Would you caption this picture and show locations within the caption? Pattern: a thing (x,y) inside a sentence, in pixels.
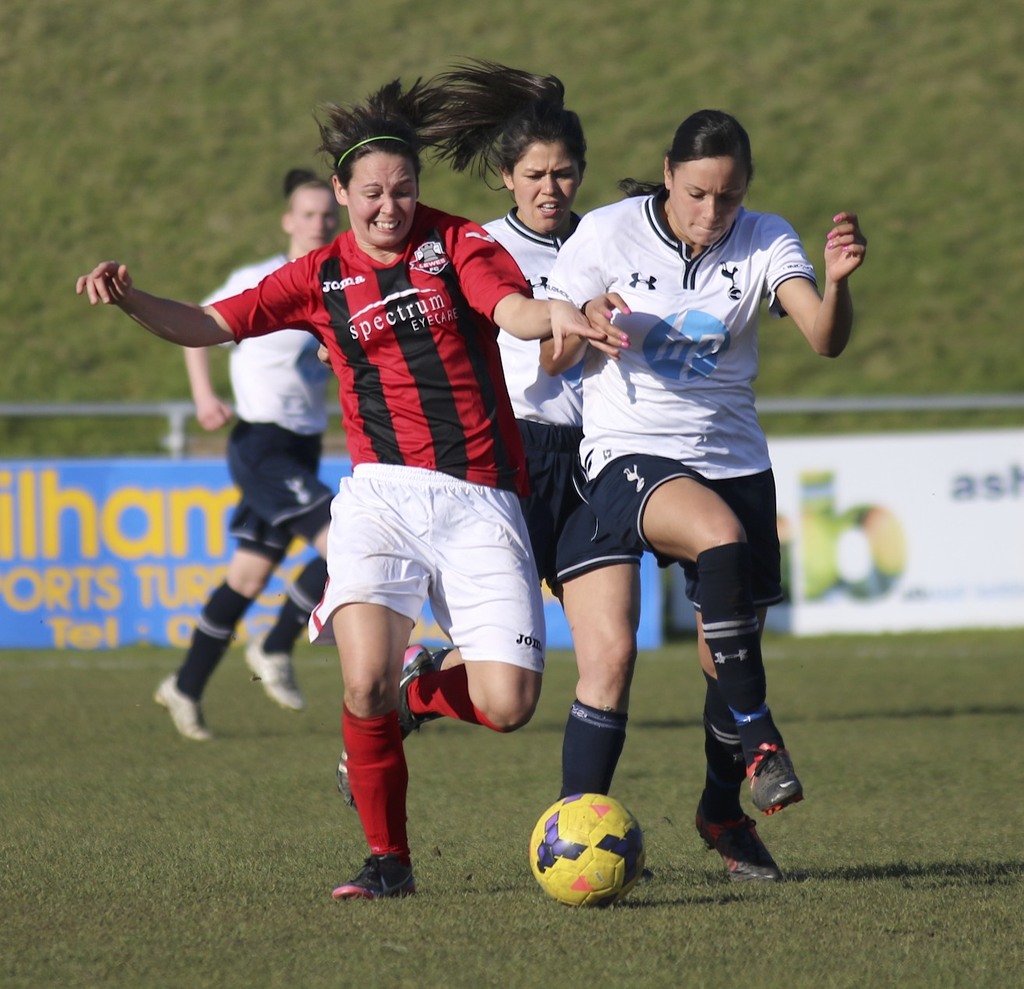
In this picture we can see group of people (474,437), few are playing game in the ground (560,701), in front of them we can see a ball (603,840), in the background (817,599) we can find few hoardings (198,461) and metal rods (833,403).
